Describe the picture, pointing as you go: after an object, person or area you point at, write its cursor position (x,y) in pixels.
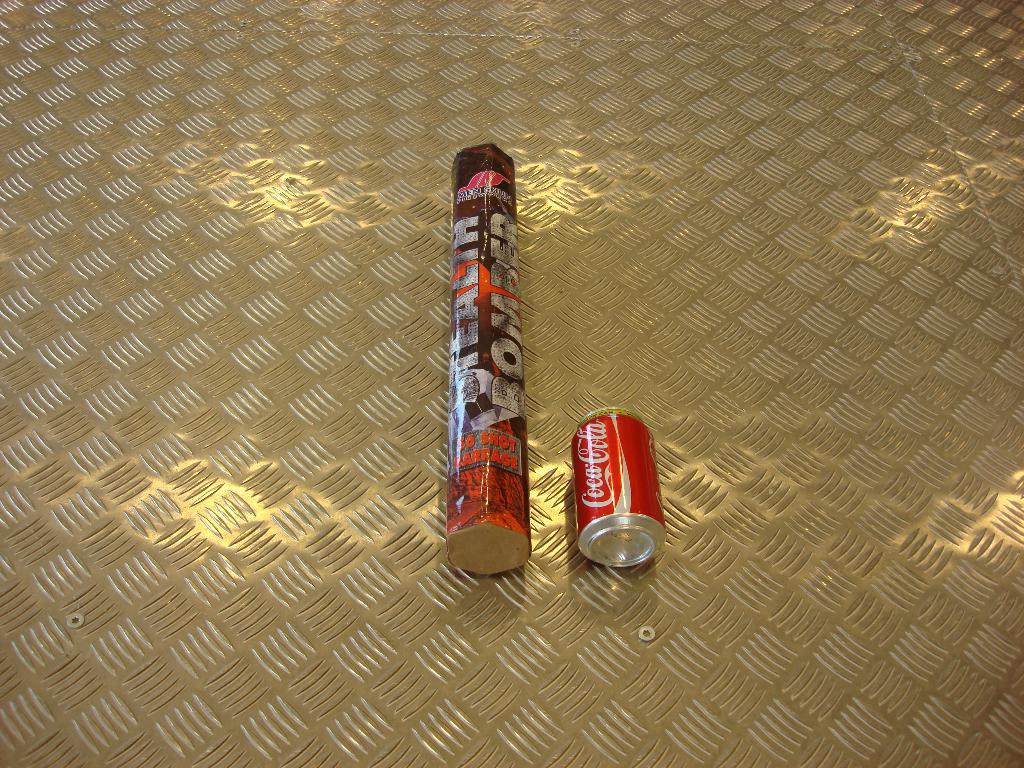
In this image there are two objects (509,459). At the right side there is a can (624,480) with the text Coca-Cola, and in the center (490,396) there is a firework tube (485,303) with text (473,325) printed on it.
